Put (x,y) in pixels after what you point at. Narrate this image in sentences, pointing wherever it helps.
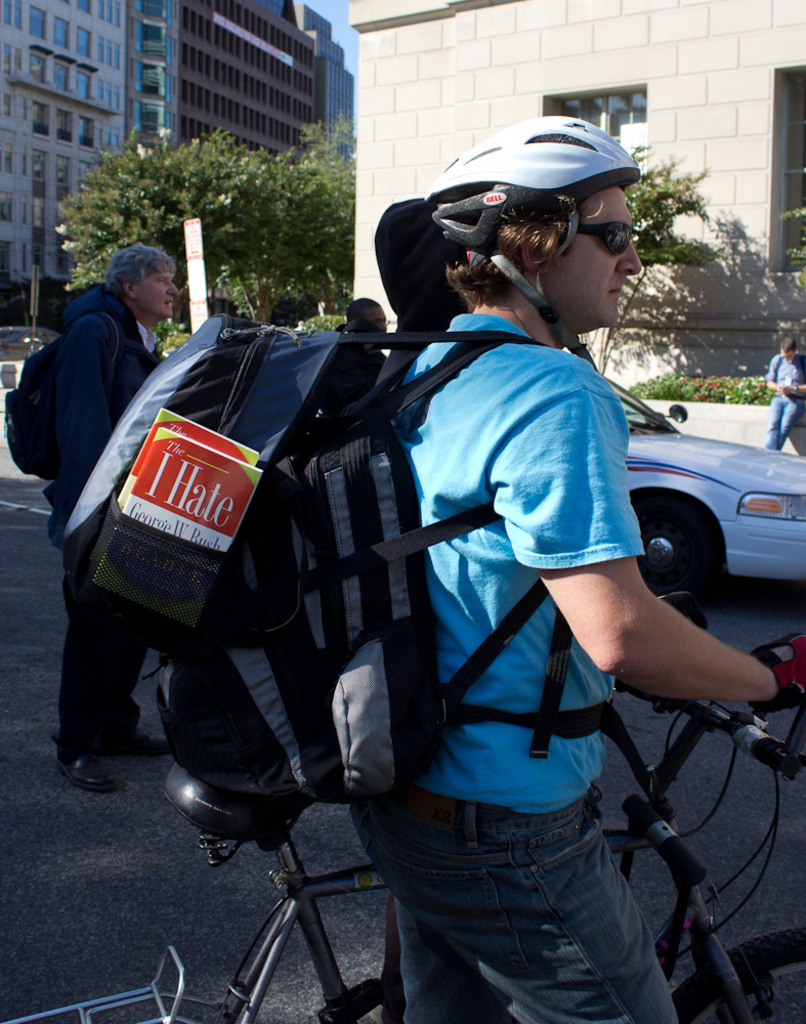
In this image a person (549,881) is holding a bicycle (681,707). He is carrying backpack (281,360). he is wearing helmet (574,152), t-shirt (576,475), jeans (556,857). Beside him another person (115,305) is standing. there is a car (716,459) here. In the background (733,244) there are buildings (424,133), trees (178,173).
